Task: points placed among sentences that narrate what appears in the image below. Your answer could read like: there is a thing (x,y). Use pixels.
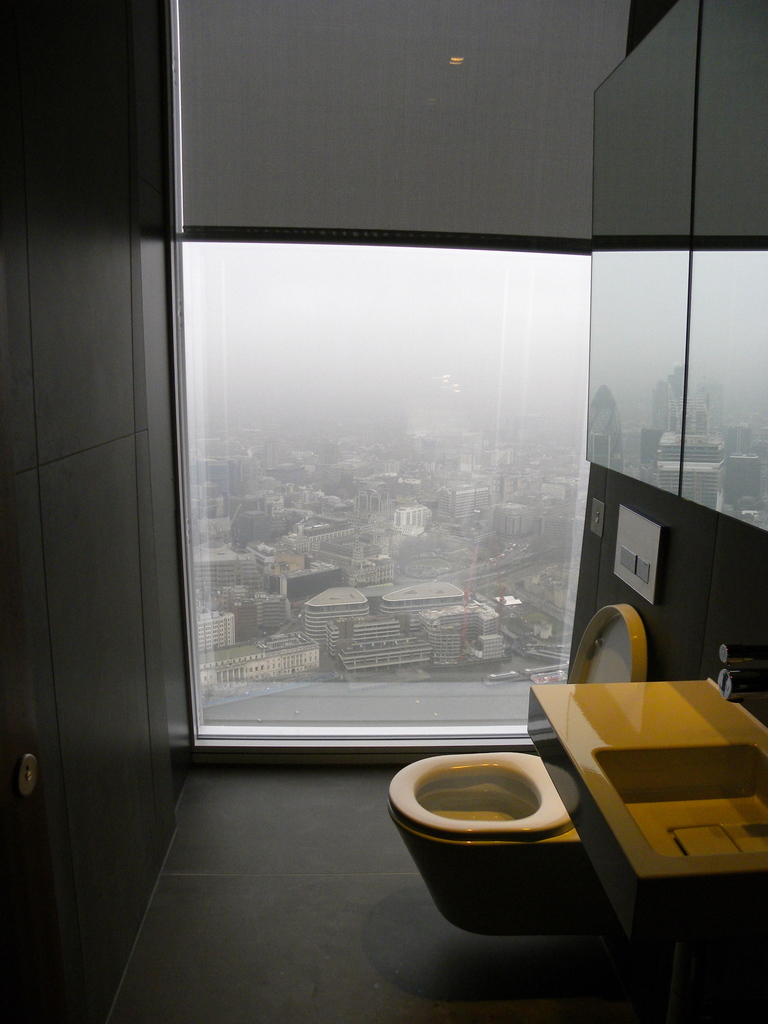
Here in this picture in the front (732,795) we can see a sink (732,795) with tap (725,688) present on the wall (753,572) over there and beside it we can see a western toilet (539,801) and on the wall (598,591) we can see mirrors (699,472) present and in the front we can see a window (298,272), through which we can see buildings (355,485) present outside over there.
